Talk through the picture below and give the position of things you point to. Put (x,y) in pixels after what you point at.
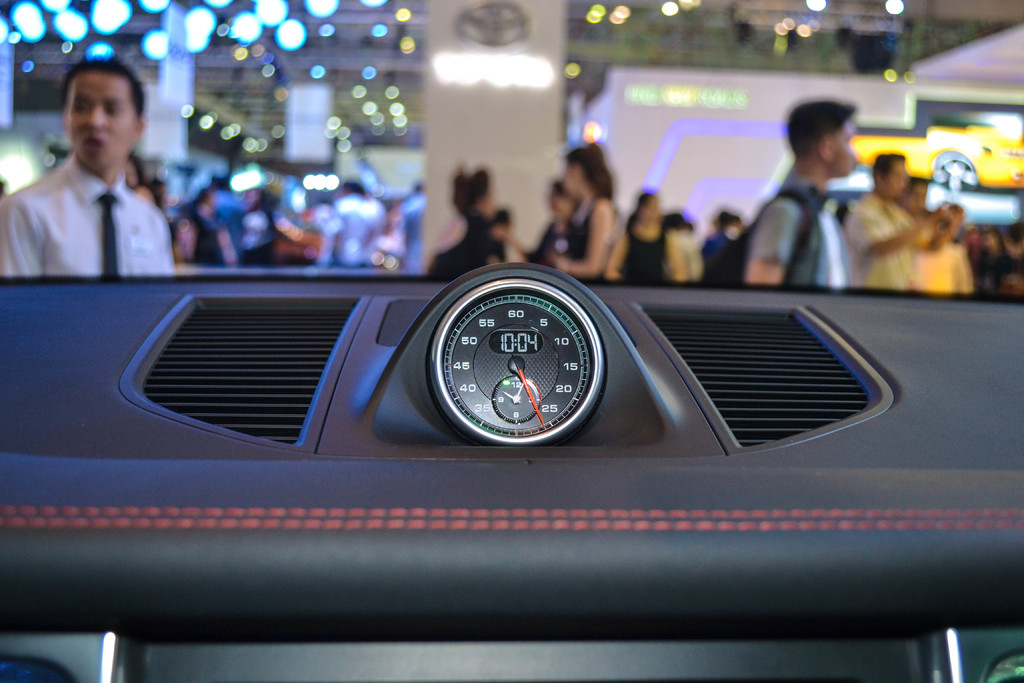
There is a clock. Here we can see group of people (511,226), boards (719,138), and lights (694,7).
